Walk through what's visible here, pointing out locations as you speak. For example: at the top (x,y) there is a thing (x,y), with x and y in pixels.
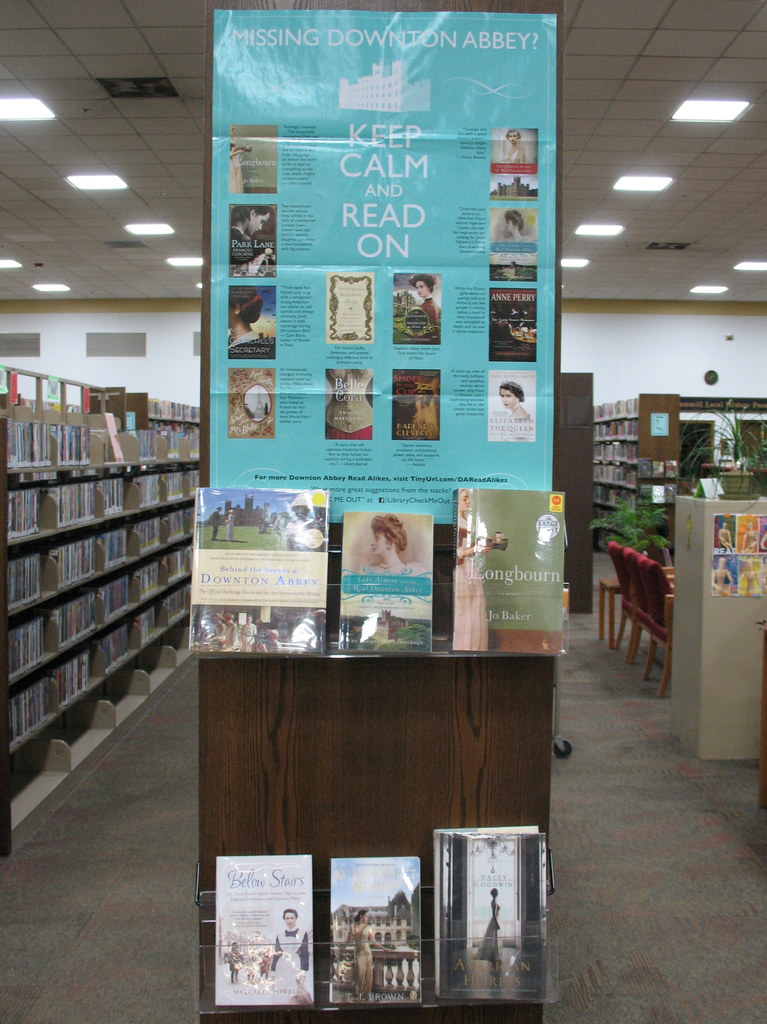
In this image in the center (427,679) there is one board (444,600), on the board (389,692) there is poster (425,485) and some books (462,943) and on the right side (586,533) and left side there are some book racks (103,600). In that book racks (109,600) there are some books (88,608), and on the right side (689,582) there are some chairs (616,572), flower pot (742,481), plant (738,458), wall (718,748). On the wall (703,552) there are some posters (748,580), at the bottom (709,933) there is floor (628,781) and in the background (588,322) there is wall (93,320). At the top (738,150) there is ceiling (701,156) and some lights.
